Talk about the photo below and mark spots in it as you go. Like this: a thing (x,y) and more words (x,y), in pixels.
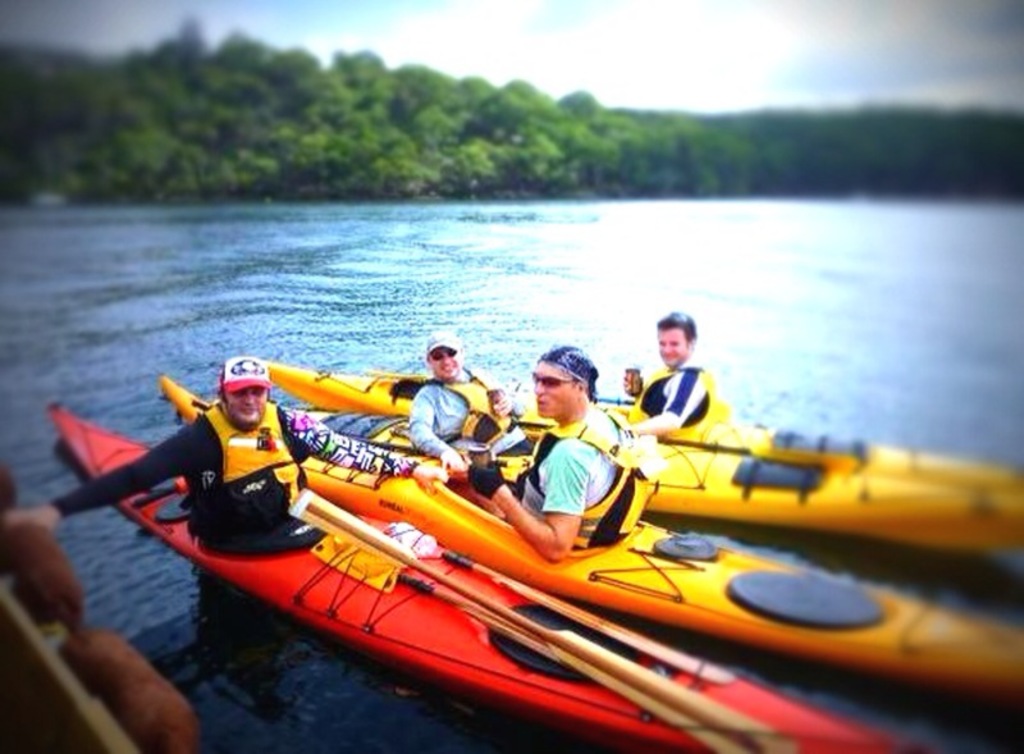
In this image we can see four persons (431,421) sitting in the kayaks (513,543). There are paddles (541,594). And the kayaks (365,394) are on water (496,369). In the back (381,276) we can see water (611,247), trees (607,135) and sky (649,92).
